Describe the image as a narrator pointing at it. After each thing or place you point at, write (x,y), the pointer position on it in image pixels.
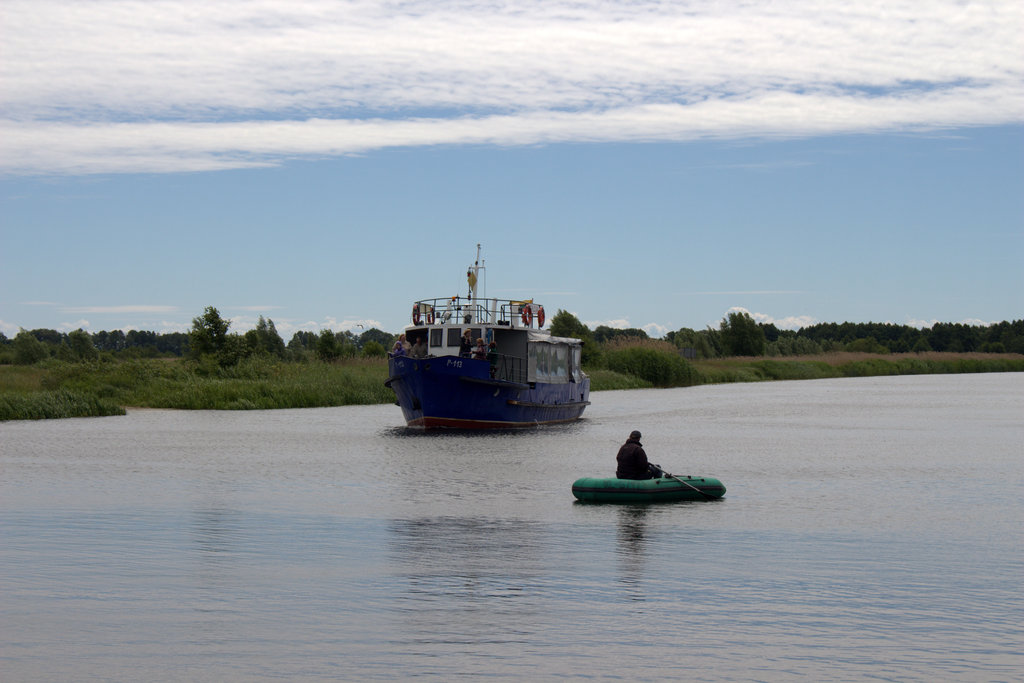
In this image, we can see boats (533,376) floating on the water (521,502). There are some plants (619,348) in the middle of the image (629,353). There is a sky (650,150) at the top of the image (583,58).
